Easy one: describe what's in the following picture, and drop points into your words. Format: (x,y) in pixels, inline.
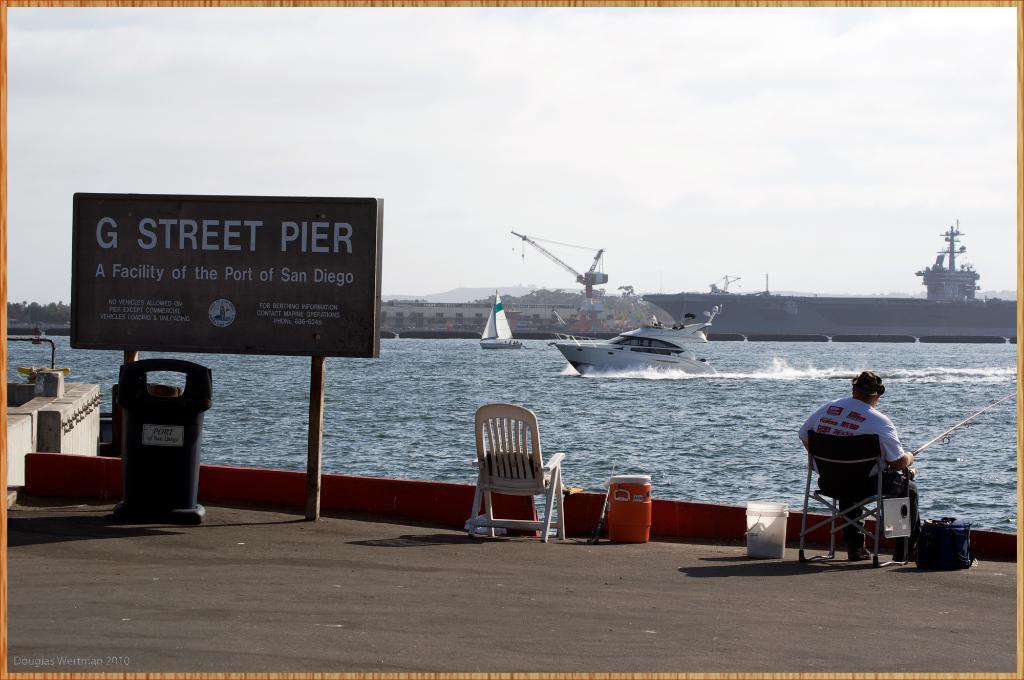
In this image we can see there are ships (744,330) and boat (565,347) on the water (641,370). At the back (432,317) there is a building (526,311), crane (594,310) and trees (613,313). In front (880,547) there is a board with the text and there is a person (848,539) sitting on the chair (801,551). There is a bucket (776,521), bag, stick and a wall (562,524). At the top (705,144) there is a sky (697,159).
